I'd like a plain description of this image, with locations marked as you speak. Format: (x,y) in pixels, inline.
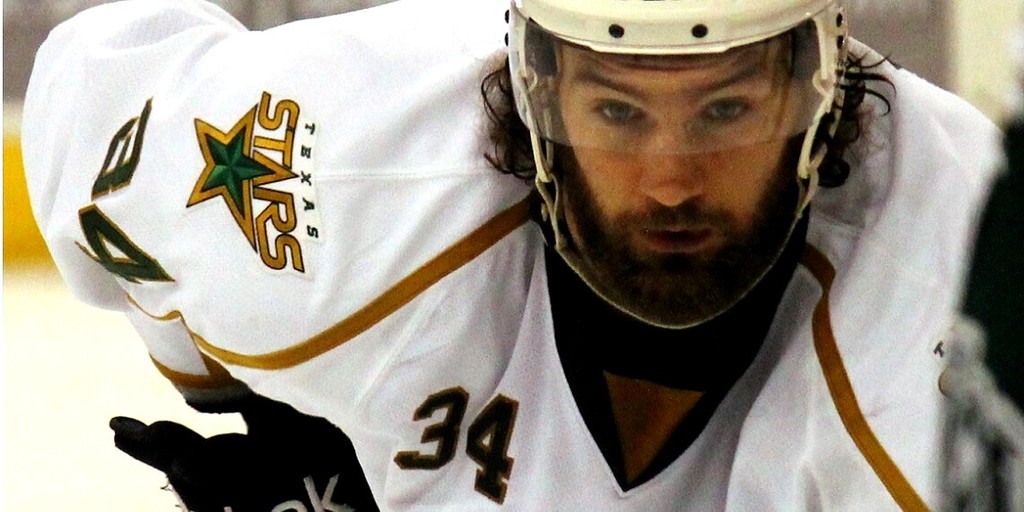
In this image we can see a person (728,312) wearing a sports dress (774,285) and a helmet (774,72).
